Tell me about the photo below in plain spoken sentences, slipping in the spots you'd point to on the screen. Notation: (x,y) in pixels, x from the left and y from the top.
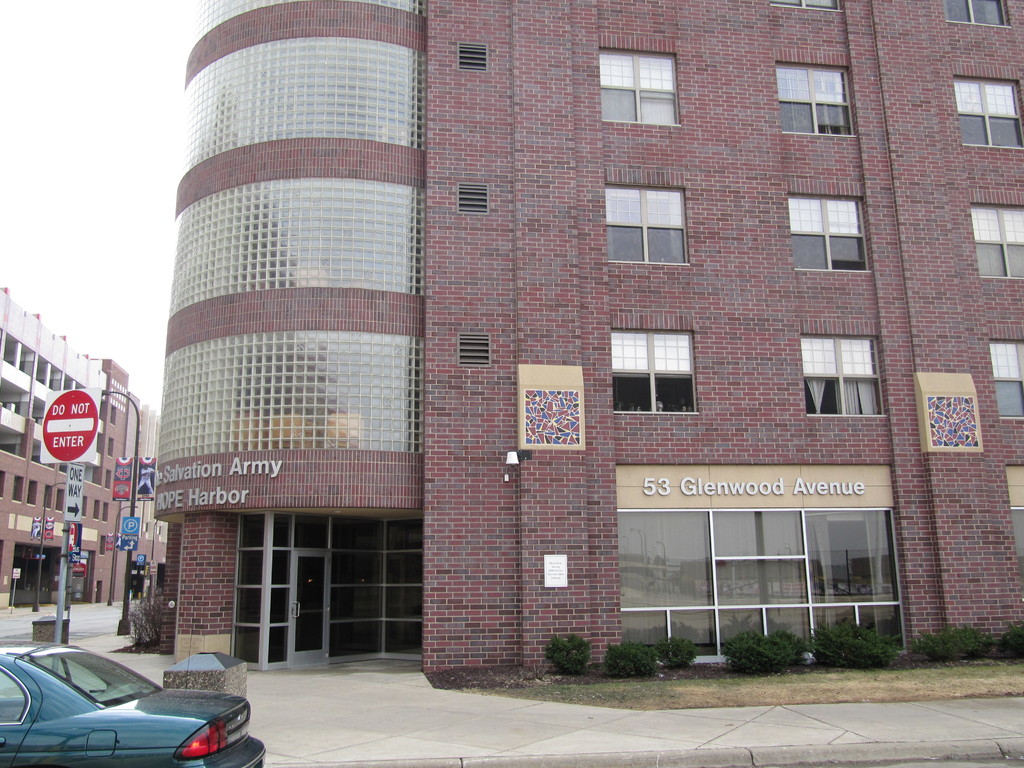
In this image I can see the ground (499,717), a car (97,745) on the ground (428,724), few poles (121,623), few boards (79,504), few plants (635,656) and few buildings (575,354). In the background (86,194) I can see the sky (86,194).
